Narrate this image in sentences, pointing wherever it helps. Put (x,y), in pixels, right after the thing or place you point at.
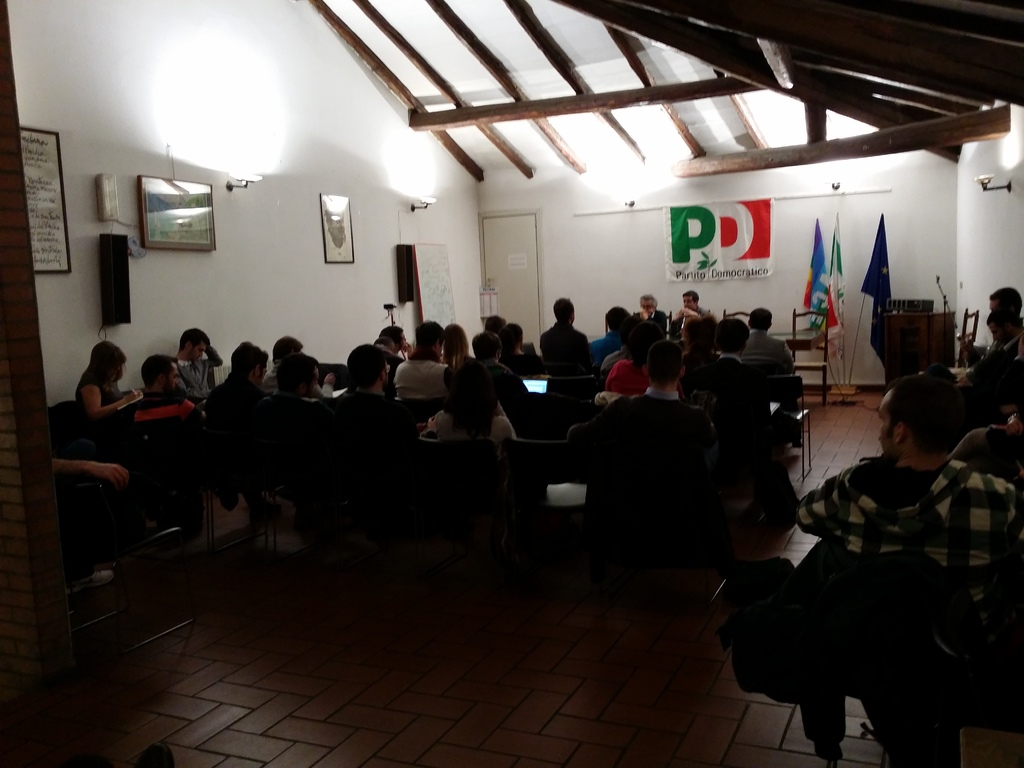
In this image, we can see some people (970,500) sitting on the chairs (399,415). We can see the walls (43,408), there are some photo frames (326,244) on the wall (291,221). We can see some flags (841,259).
